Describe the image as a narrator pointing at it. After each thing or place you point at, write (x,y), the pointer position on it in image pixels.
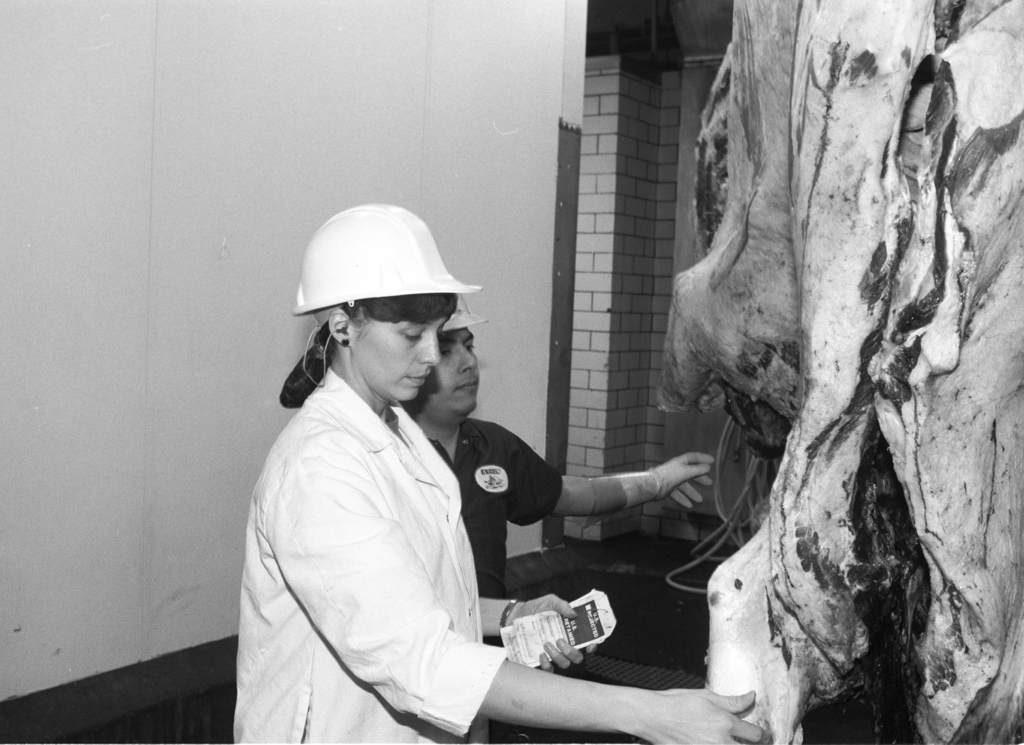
In the picture we can see a man (522,477) and a woman (242,644) are standing and testing a huge material (966,74), they are in helmets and gloves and behind them, we can see a wall (547,77) and beside it we can see another wall (596,404) with bricks (602,158).
